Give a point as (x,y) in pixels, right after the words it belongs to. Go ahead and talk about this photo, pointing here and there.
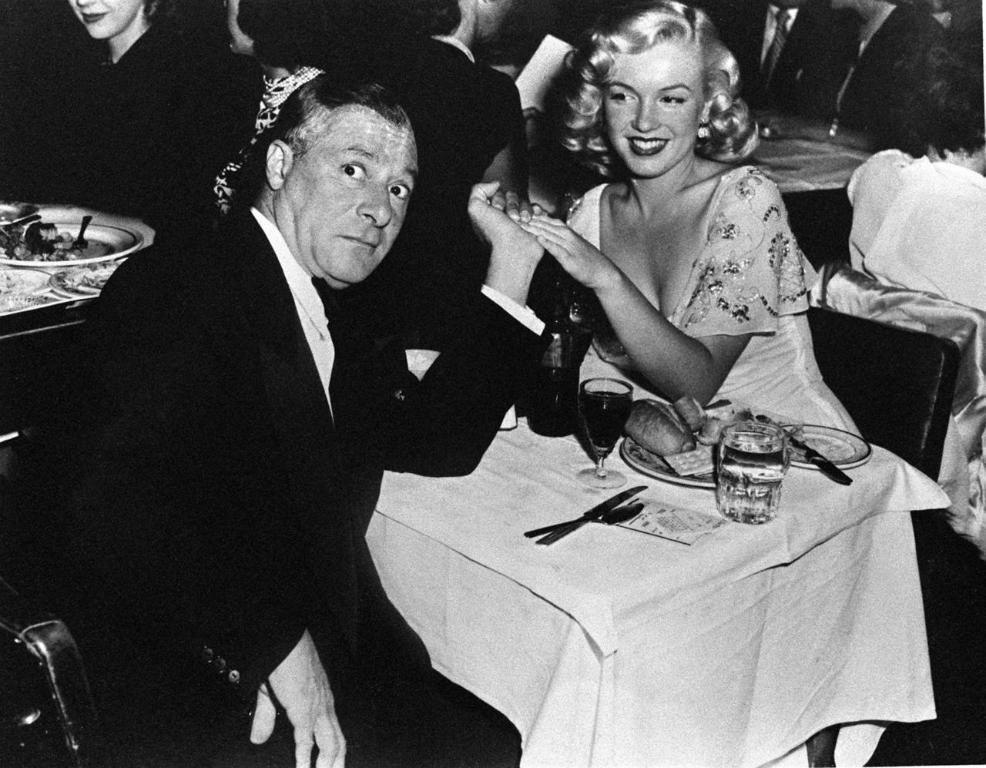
This is black and white picture, in this picture there are people (272,66) and we can see glasses (624,391), plates (820,452), food (51,241), knives (592,518) and objects (85,216) on tables (530,493) and we can see chairs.
